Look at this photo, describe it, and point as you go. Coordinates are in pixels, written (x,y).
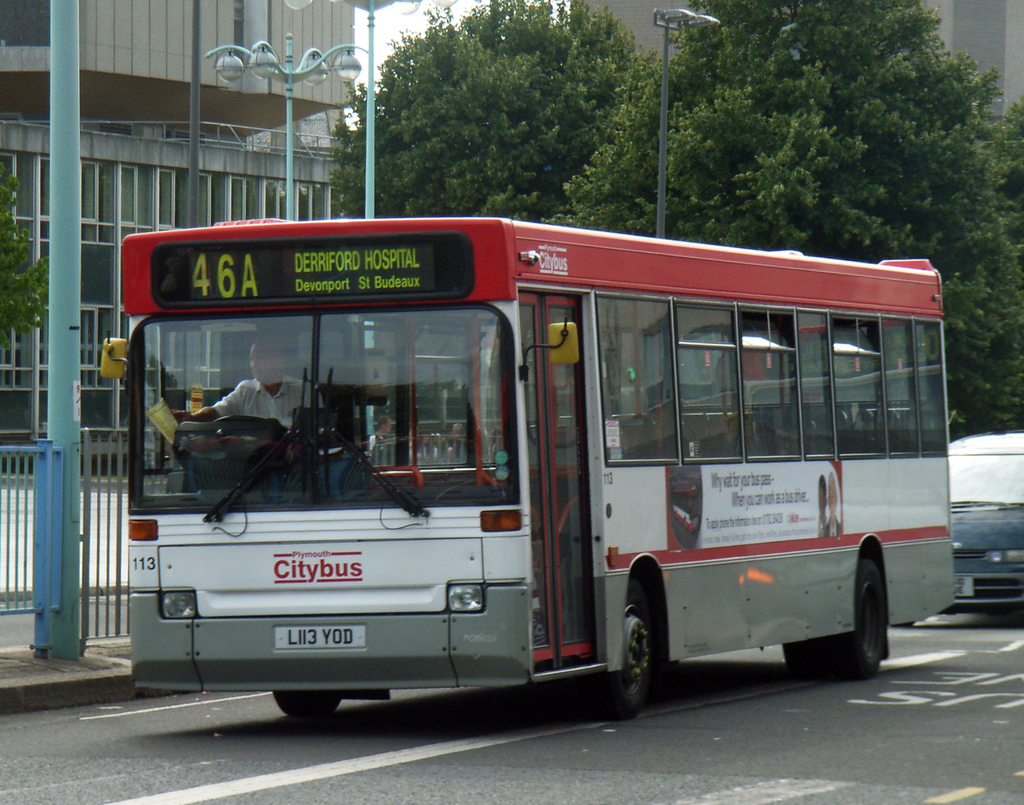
In this image I can see a white and red colour bus (604,387) and in it I can see a man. I can also see, on this bus (527,525) something is written. In background (662,178) I can see few poles (62,199), street lights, few trees (391,168), buildings (25,147), road (312,804), a car (959,529) and I can see white lines (333,766) on road (290,719).
